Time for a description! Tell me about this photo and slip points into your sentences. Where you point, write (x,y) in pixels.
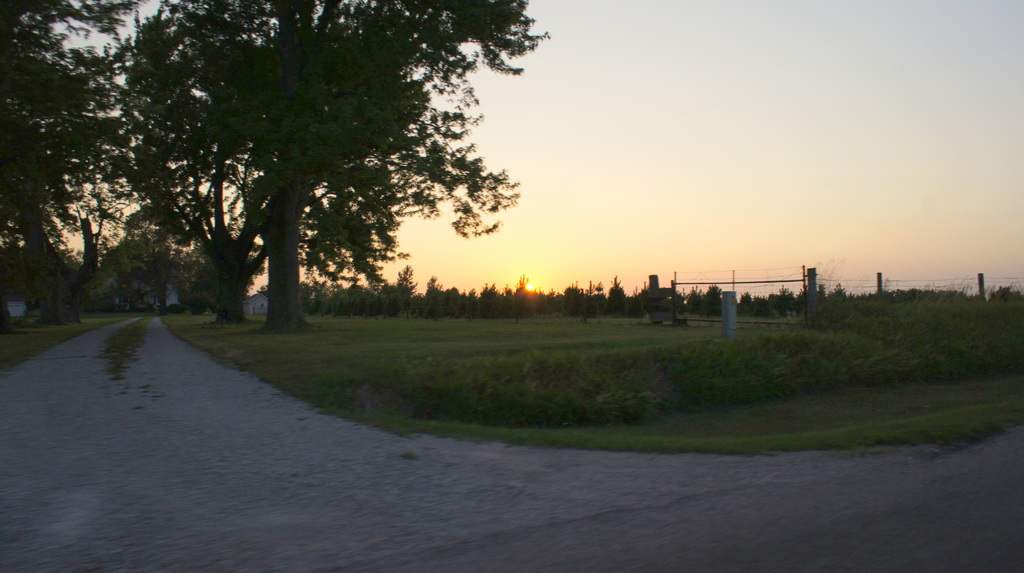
In this picture we can observe a path (449,519). There are some plants (495,370) and grass (253,353) on the ground (370,338). In the background (331,225) there are trees (589,293) and a sky (663,181).
